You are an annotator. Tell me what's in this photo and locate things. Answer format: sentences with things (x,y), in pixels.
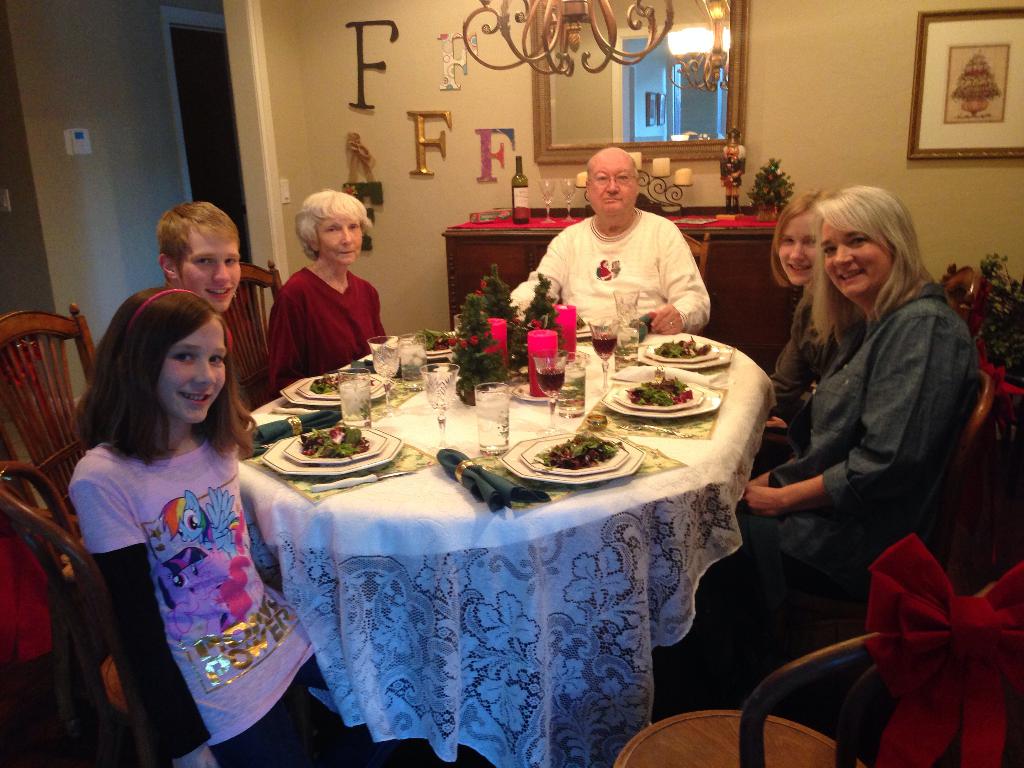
this picture shows a group of people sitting on the chairs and we see food (552,461) in the plates (613,442) and glasses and few plants (481,348) on the table (619,383) and we see a mirror (611,107) and a wine bottle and couple of wine glasses (550,200) and candles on the table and we see a photo frame (910,107) on the wall (956,7) and alphabet letters (489,144) on the wall (520,109).
